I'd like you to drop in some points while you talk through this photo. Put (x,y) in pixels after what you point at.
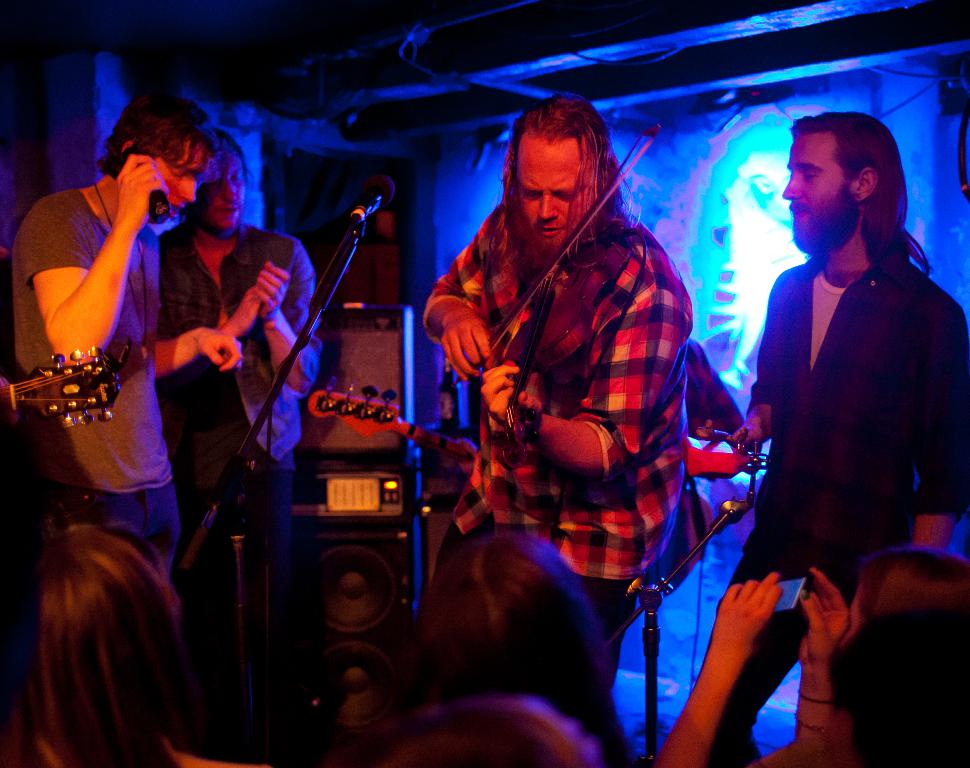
In the center of the image (515,270) we can see person (547,420) holding violin (572,287) and standing on the dais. On the right (799,492) and left side of the image (233,372) we can see persons (204,380) on dais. At the bottom of the image (115,723) we can see persons (547,620). In the background (740,138) there is wall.
